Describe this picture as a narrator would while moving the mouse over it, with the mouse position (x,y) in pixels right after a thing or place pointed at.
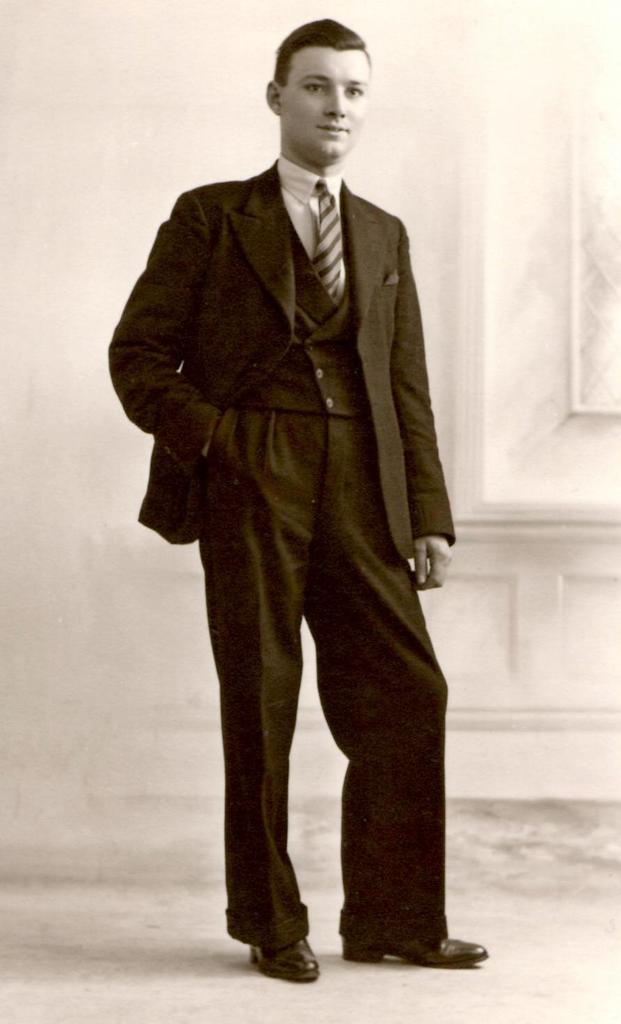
This is a black and white image. I can see a person (361,846) standing on the floor (362,966). In the background (511,550), there is the wall (170,87).
